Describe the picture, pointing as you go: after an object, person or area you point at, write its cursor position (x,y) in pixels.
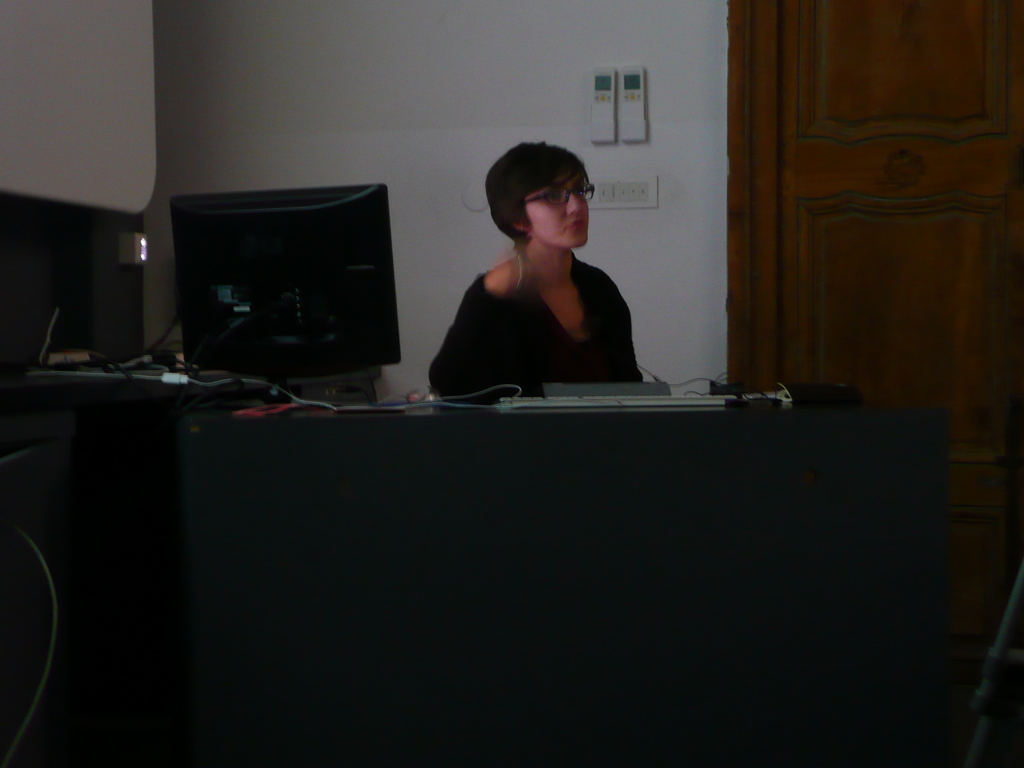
We can see two remote stands (635,130) and remotes (627,92), socket (625,189) over a wall (574,56). This is a door (833,250). Here we can see one women (569,287), wearing spectacles (543,198) near to the table (524,484). On the table (524,484) we can see monitor (323,334), keyboard (714,402).
